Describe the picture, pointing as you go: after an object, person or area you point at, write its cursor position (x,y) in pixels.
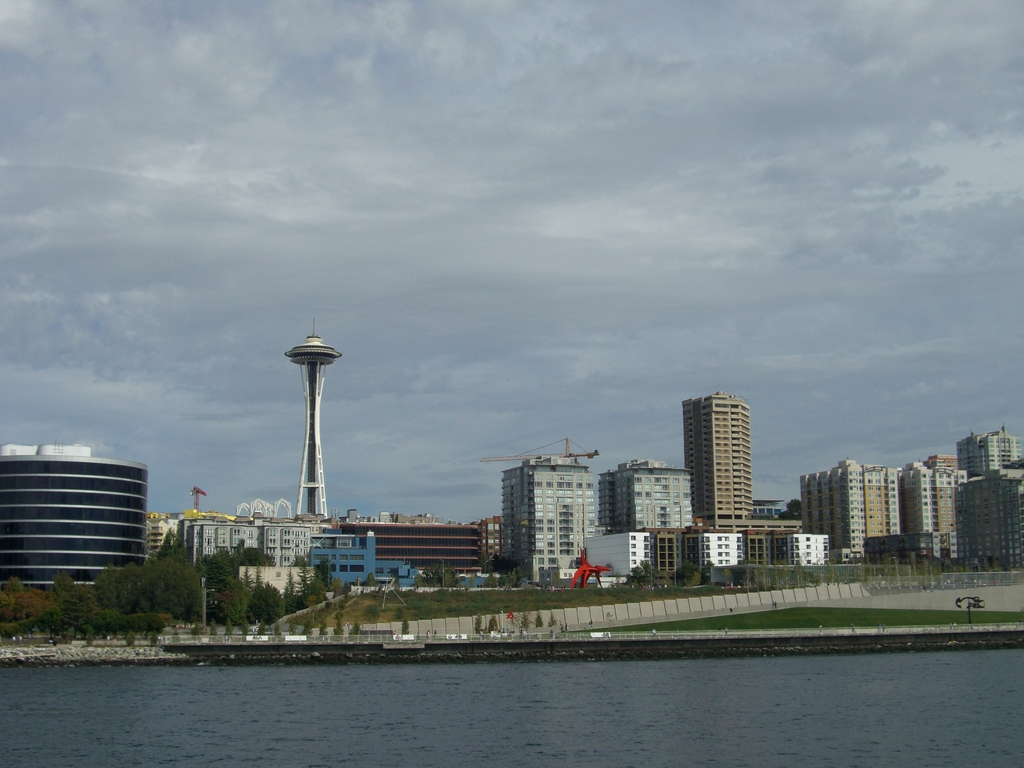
This picture is clicked outside the city. At the bottom of the picture (442,674), we see water (825,682) and this water (744,685) might be in the canal (502,758). There are trees (236,606) and buildings (131,497) in the background (537,506). We even see a tower (314,325). At the top of the picture (458,158), we see the sky (540,245).
